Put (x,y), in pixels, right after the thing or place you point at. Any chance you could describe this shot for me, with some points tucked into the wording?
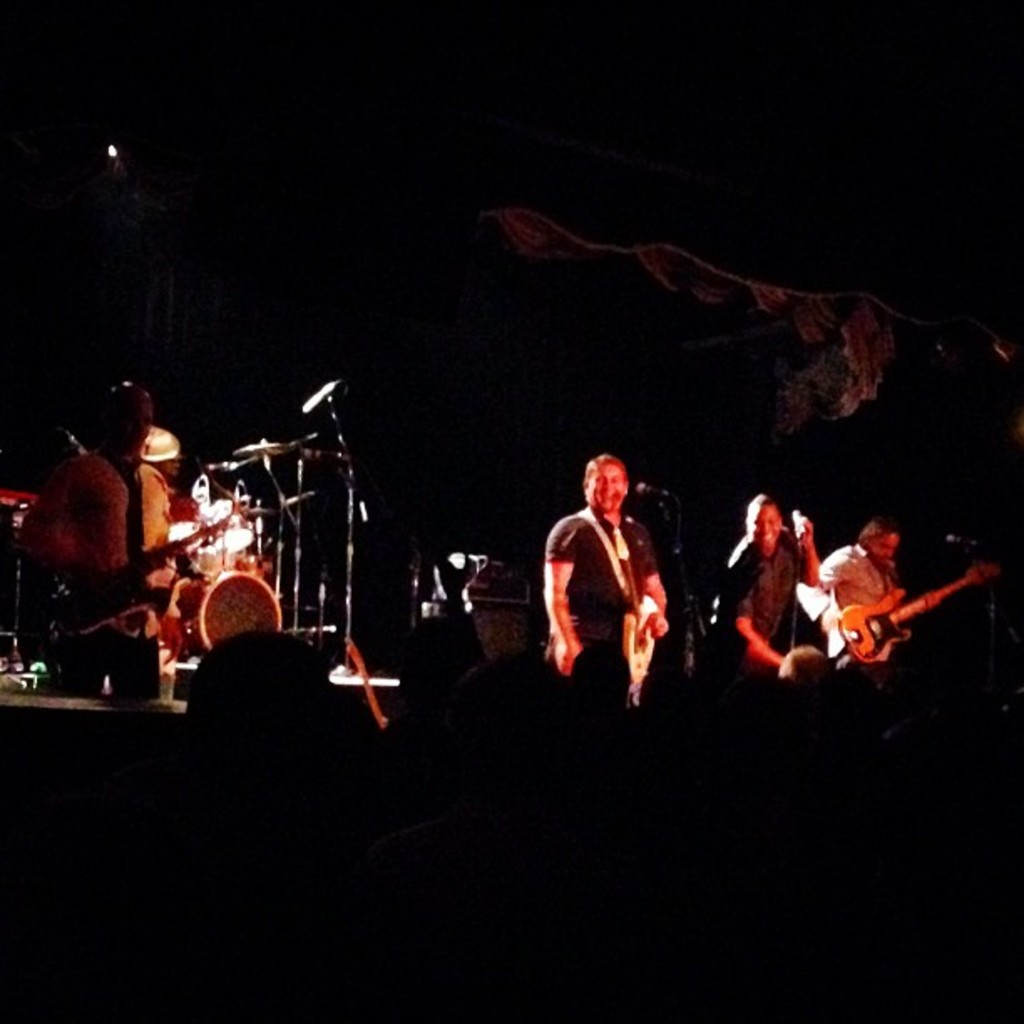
This picture is clicked in musical concert. On the right corner (863,582), we see three men (884,531). Two are holding guitar (881,622) and playing it. On the left corner (141,390), we see two men (143,403). One is playing drums (210,619). This picture is taken in dark room (498,844).
